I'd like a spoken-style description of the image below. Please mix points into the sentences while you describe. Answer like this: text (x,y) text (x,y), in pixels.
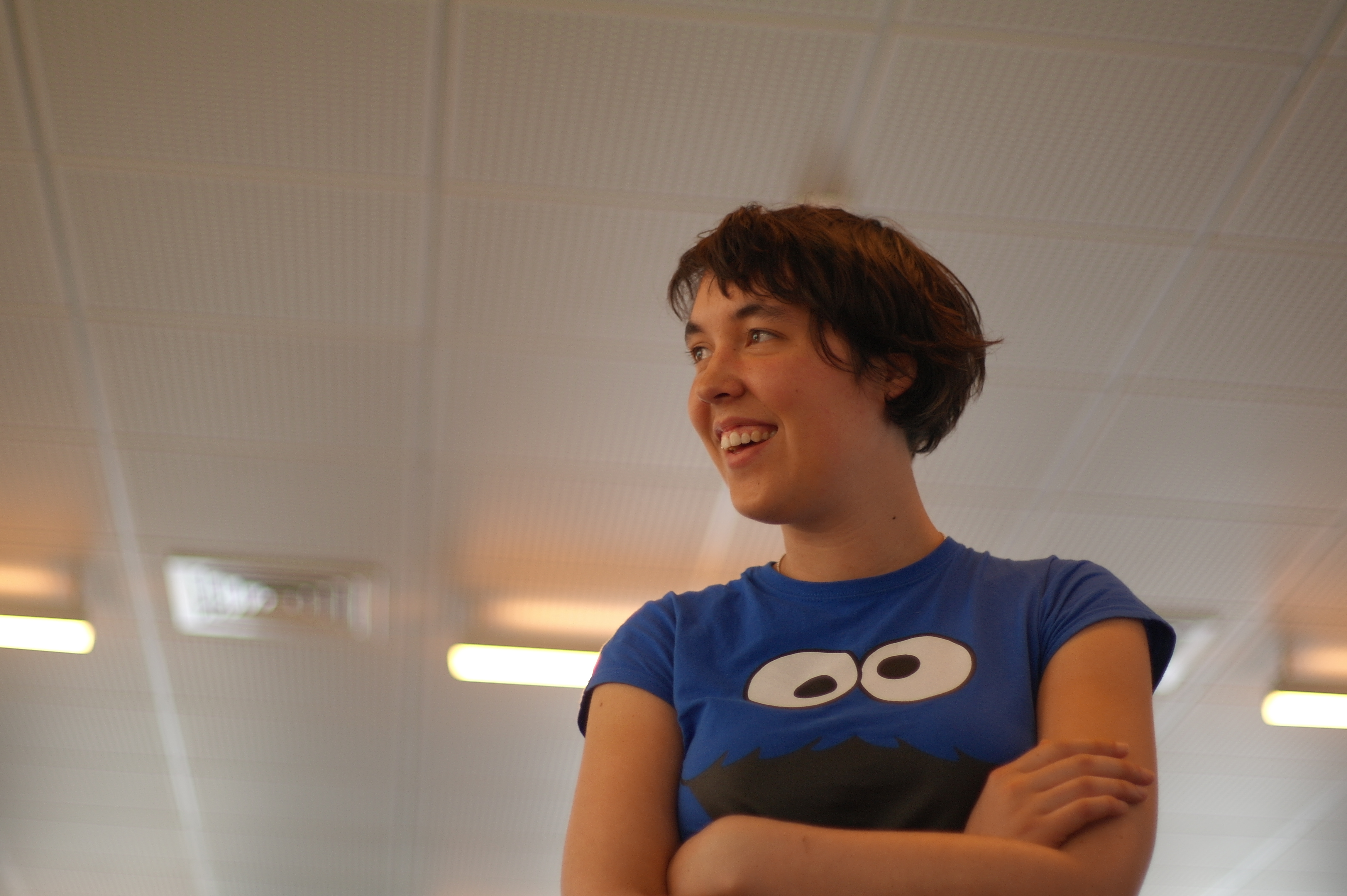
In this image I can see a person (901,746) wearing blue, black and white colored t shirt (899,713). In the background (435,180) I can see the ceiling (435,351) and few lights (539,646) to the ceiling (458,682).
